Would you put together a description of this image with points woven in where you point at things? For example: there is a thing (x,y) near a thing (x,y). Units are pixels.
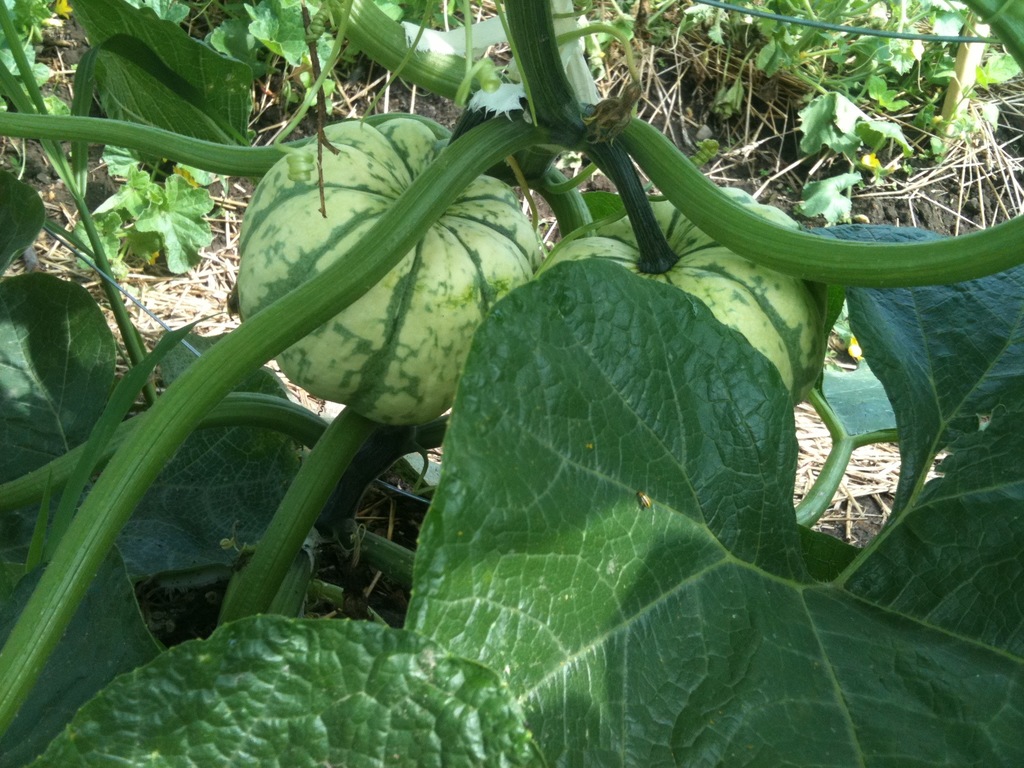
In the image there are pumpkin plants (499,264) on the land (951,158).
